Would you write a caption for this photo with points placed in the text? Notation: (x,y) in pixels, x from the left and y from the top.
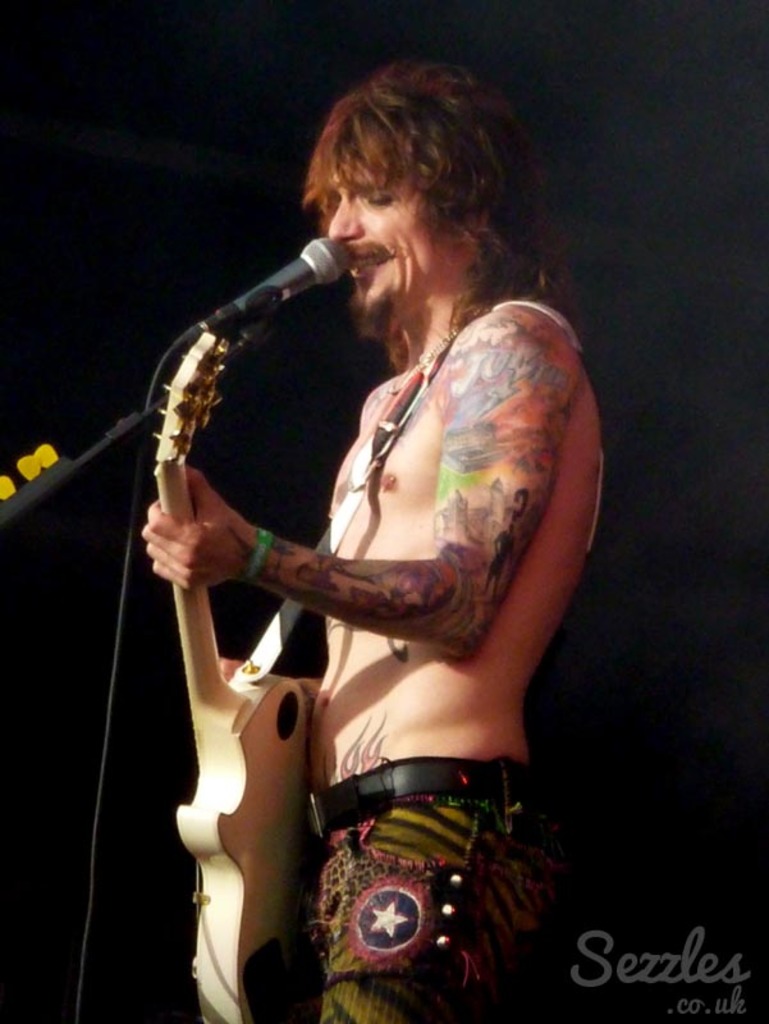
In this picture we can see a man (453,101) who is playing guitar (269,771). And this is the mike (329,246).
